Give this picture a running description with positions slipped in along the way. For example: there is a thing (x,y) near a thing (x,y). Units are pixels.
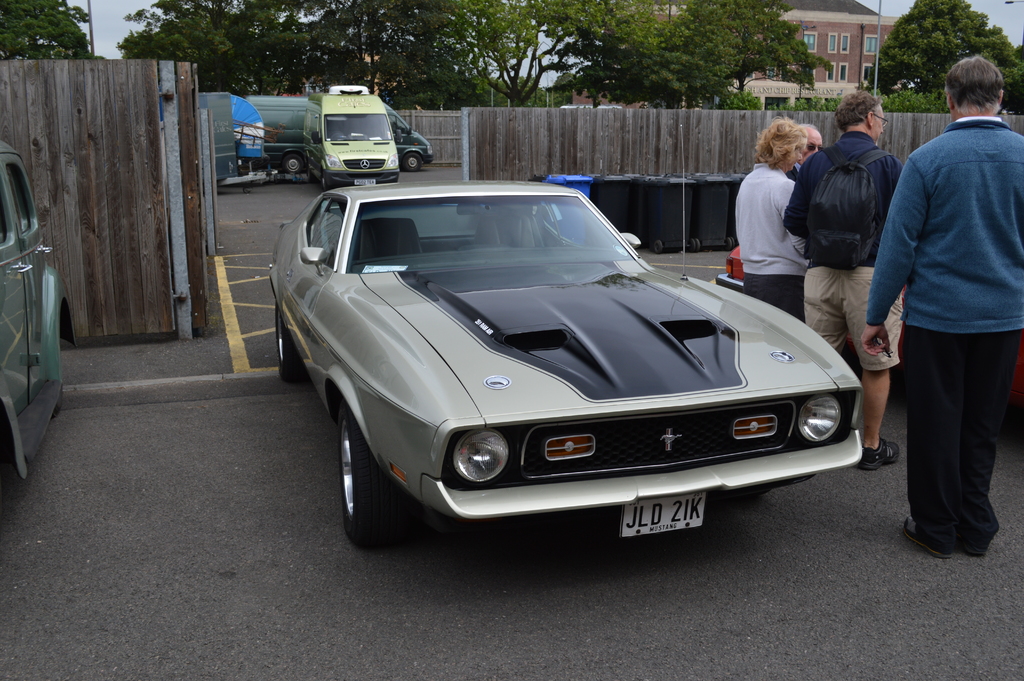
This image consists of cars (325,361) and vans (370,138). At the bottom (358,593), there is a road (634,605). On the right (842,168), there are four persons (864,260). In the middle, there is a fencing (466,155) made up of wood (56,205). In the background (724,23), there are trees (685,81). On the right (864,48), there is a building (810,37).
